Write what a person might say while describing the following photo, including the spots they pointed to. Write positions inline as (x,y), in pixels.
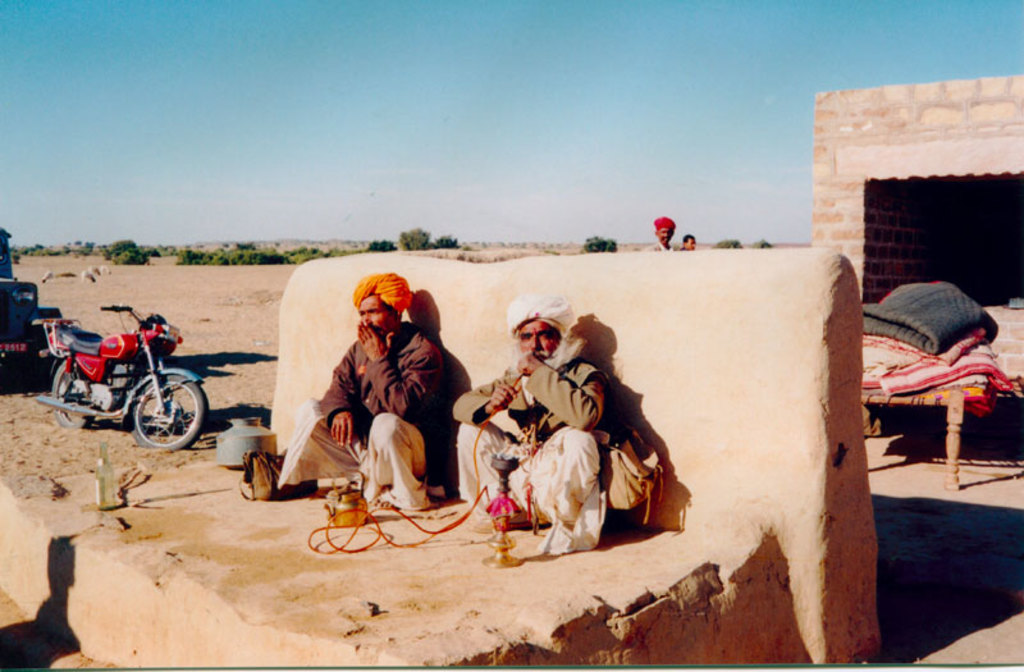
In this picture there are people (348,370), among them there are two men (345,407) sitting like squat position and this man (455,410) holding a pipe (362,523) and carrying a bag (644,491). We can see bag (259,472), bottle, kettle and objects (231,442). We can see vehicles (69,366), bed sheets (921,322), cot (915,396) and sand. In the background of the image (301,274) we can see wall (572,265), trees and sky (454,130).
